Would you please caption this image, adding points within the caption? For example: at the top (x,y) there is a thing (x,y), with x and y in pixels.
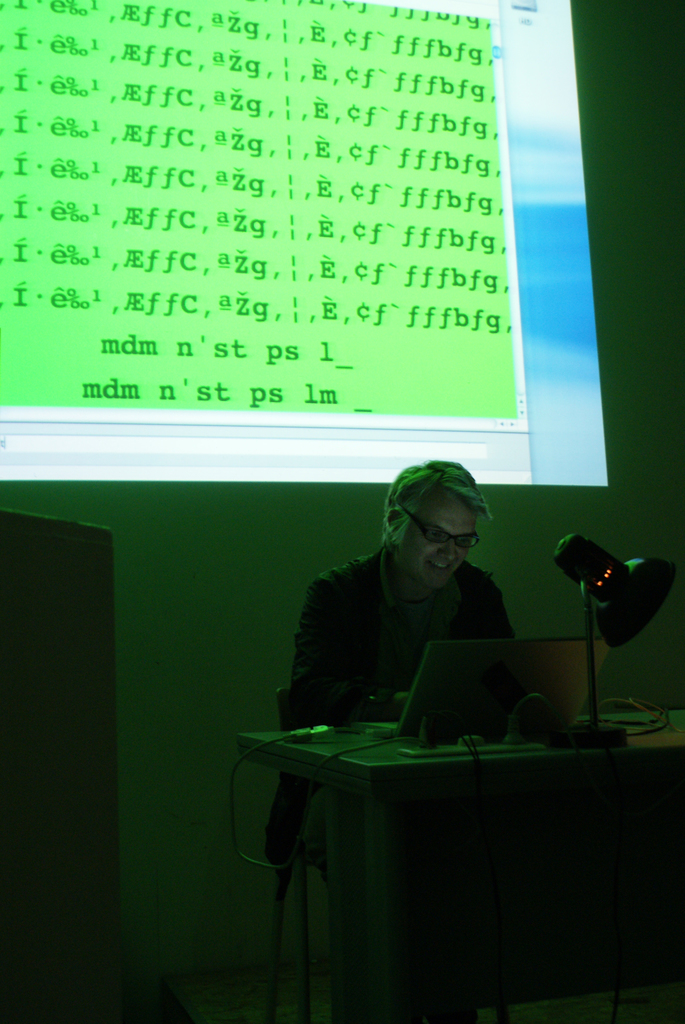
As we can see in the image there is screen (211,344), wall (185,725), a person (390,656) sitting on chair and a table (361,898). On table (612,718) is lamp (621,733) and laptop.
